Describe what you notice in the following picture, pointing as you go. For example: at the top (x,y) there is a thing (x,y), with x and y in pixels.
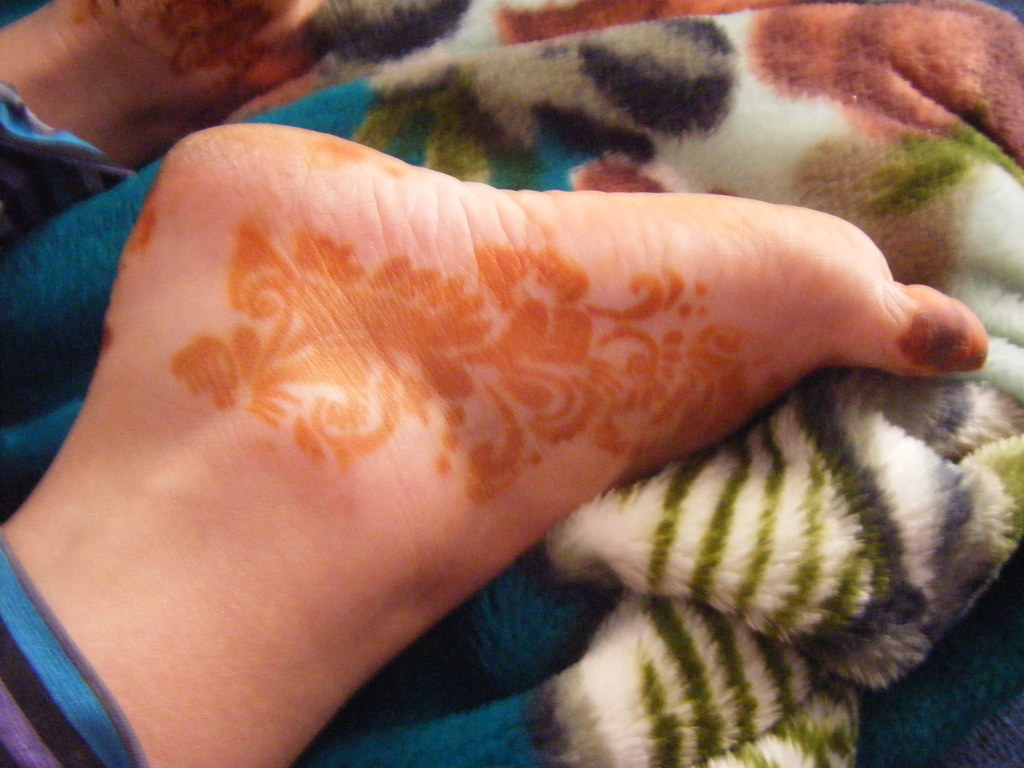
In this image we can see a person legs (200,355) and a blanket (764,642).
